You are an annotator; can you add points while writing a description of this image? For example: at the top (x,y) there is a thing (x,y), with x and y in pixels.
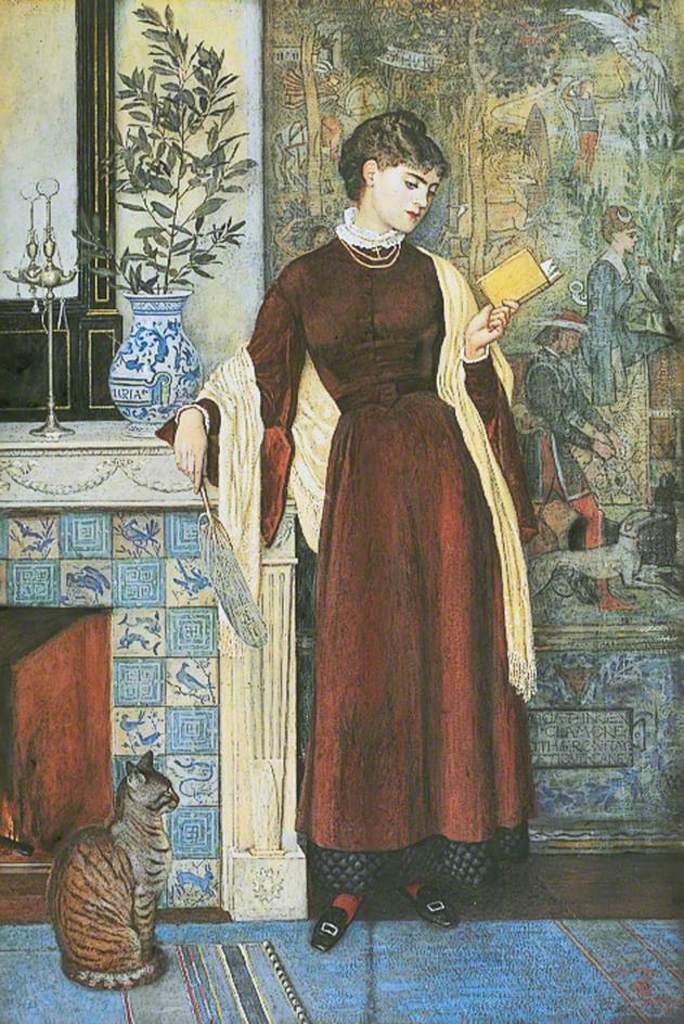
In this image I can see the person (517,667) standing and wearing the brown and cream color dress (395,582). The person (498,364) is holding the book (524,280). To the side of the person (430,358) there is a flower vase (165,375) and some objects (46,295) on the table (19,430). To the side I can see the cat (113,879). In the back (108,59) I can see the board (270,91) to the wall (248,230).
